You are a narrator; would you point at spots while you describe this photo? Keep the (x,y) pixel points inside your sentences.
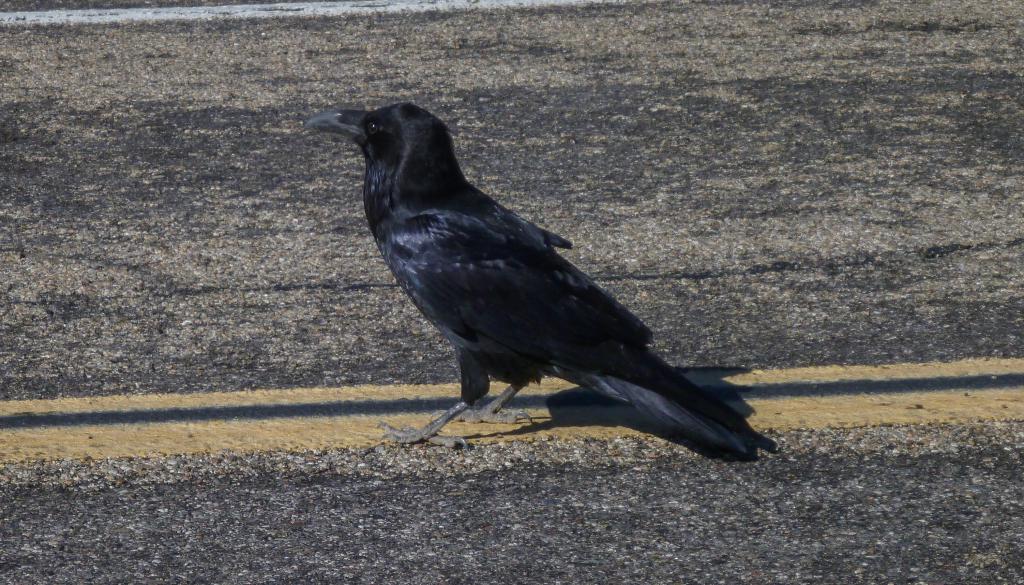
There is a crow (463,287) standing on the road (784,268). On the road (93,434) there is a yellow line (296,414).
